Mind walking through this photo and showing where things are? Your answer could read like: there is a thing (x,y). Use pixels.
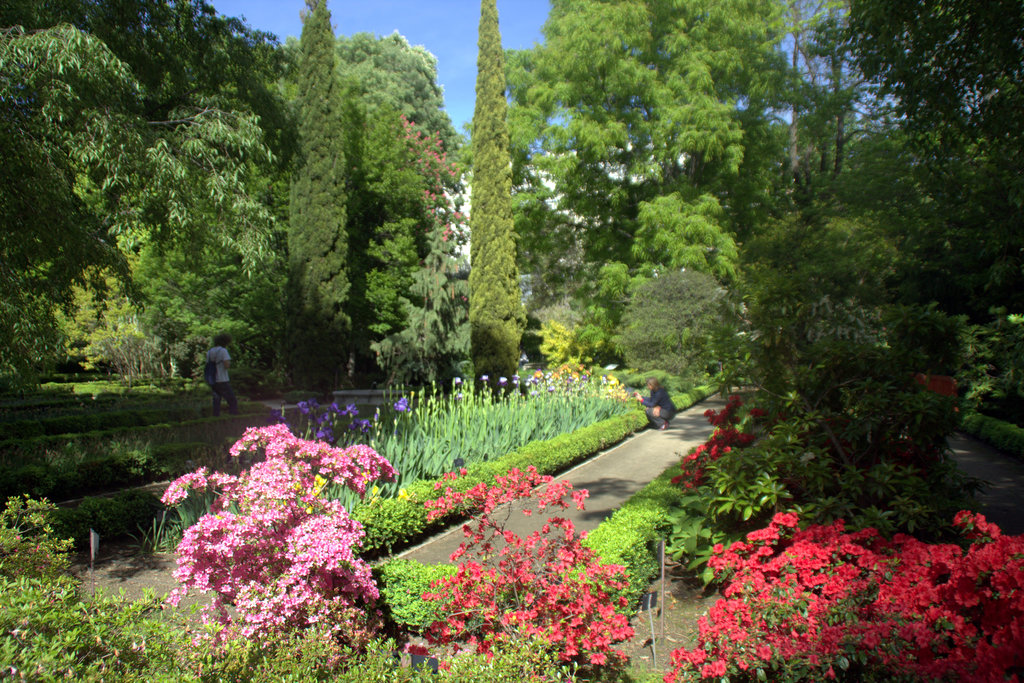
In this image I can see flowering plants (568,551) and two persons (648,401) on the road (633,473). In the background (457,23) I can see trees (366,178) and the sky (435,49). This image is taken during a day may be in a park (349,422).
